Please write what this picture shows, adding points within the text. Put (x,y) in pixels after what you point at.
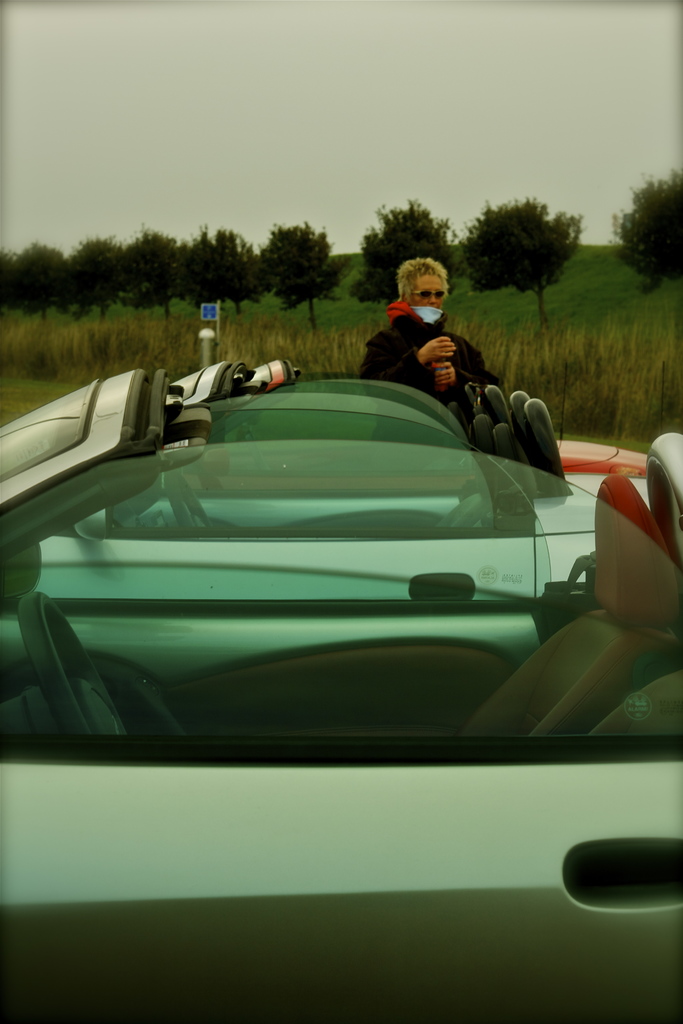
In this image there are three cars (246,513) one beside the other. In the middle (369,366) there is a person (421,343) standing beside the car (488,418). In the background (278,265) there are trees (169,289) and grass (129,317). At the top (256,150) there is the sky (328,111).
